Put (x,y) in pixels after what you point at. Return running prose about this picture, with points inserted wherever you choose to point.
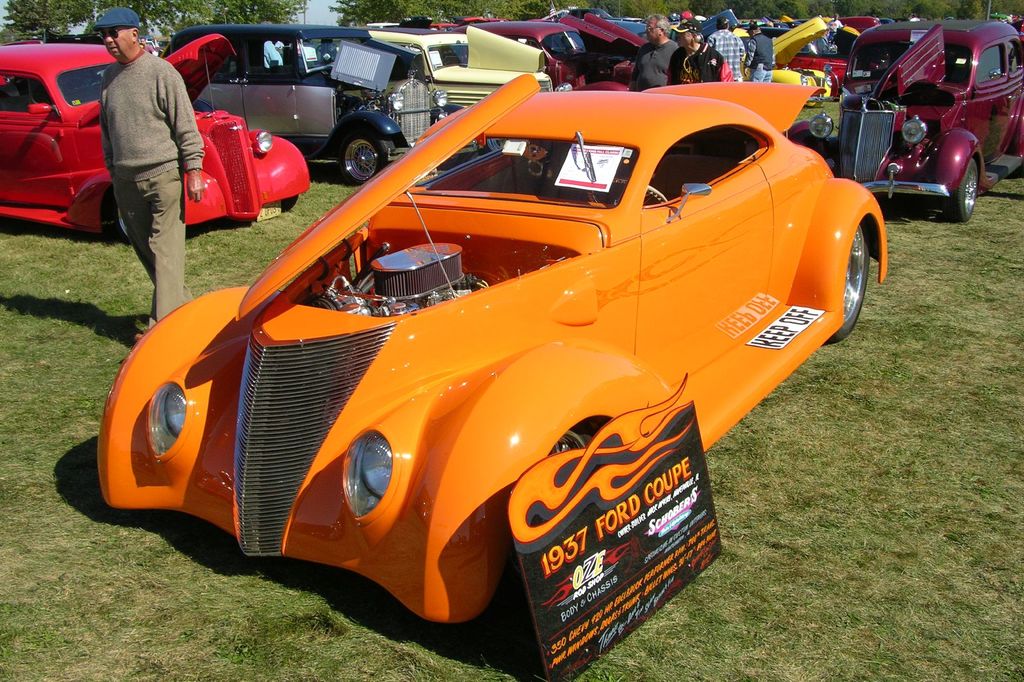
In the foreground of this image (507,445), there is a car (519,295) and a board (530,582) on the grass (347,646). Behind it, there are many cars (484,62) on the grass (273,639) and few people (732,57) walking and standing on it. At the top (384,7), there are trees (650,8).
